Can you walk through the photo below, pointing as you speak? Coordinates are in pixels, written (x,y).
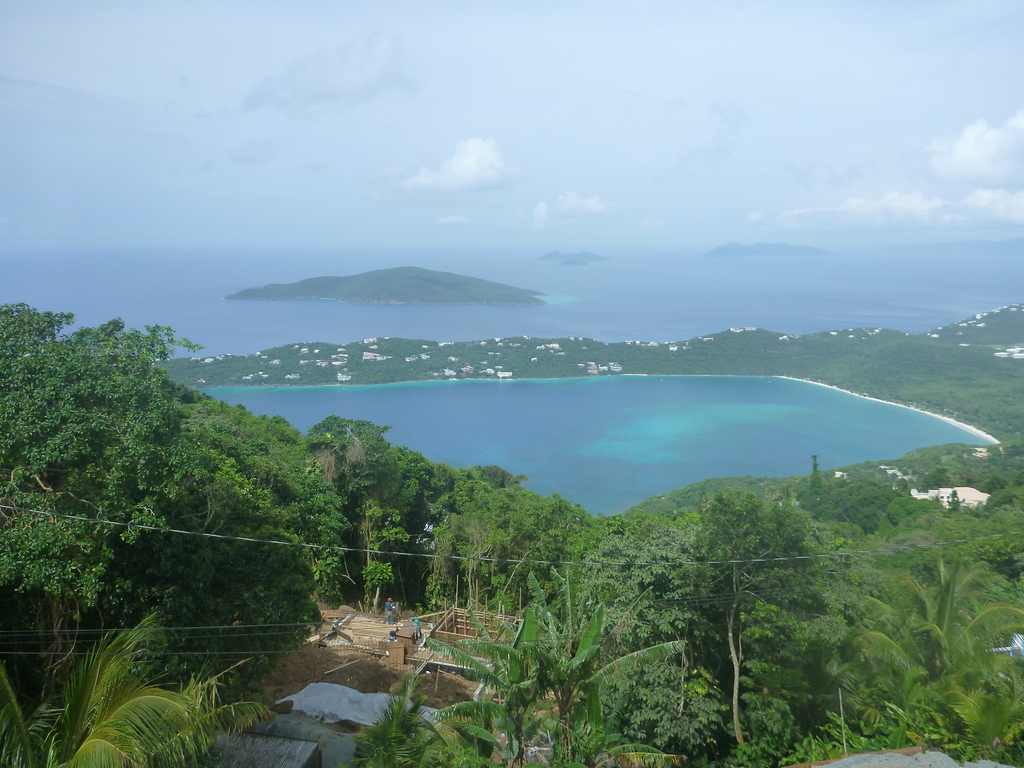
In this picture I can see at the bottom (590,667) there are trees (509,483), in the middle (587,380) there is water (613,390). At the top (674,101) there is the sky (676,185).
